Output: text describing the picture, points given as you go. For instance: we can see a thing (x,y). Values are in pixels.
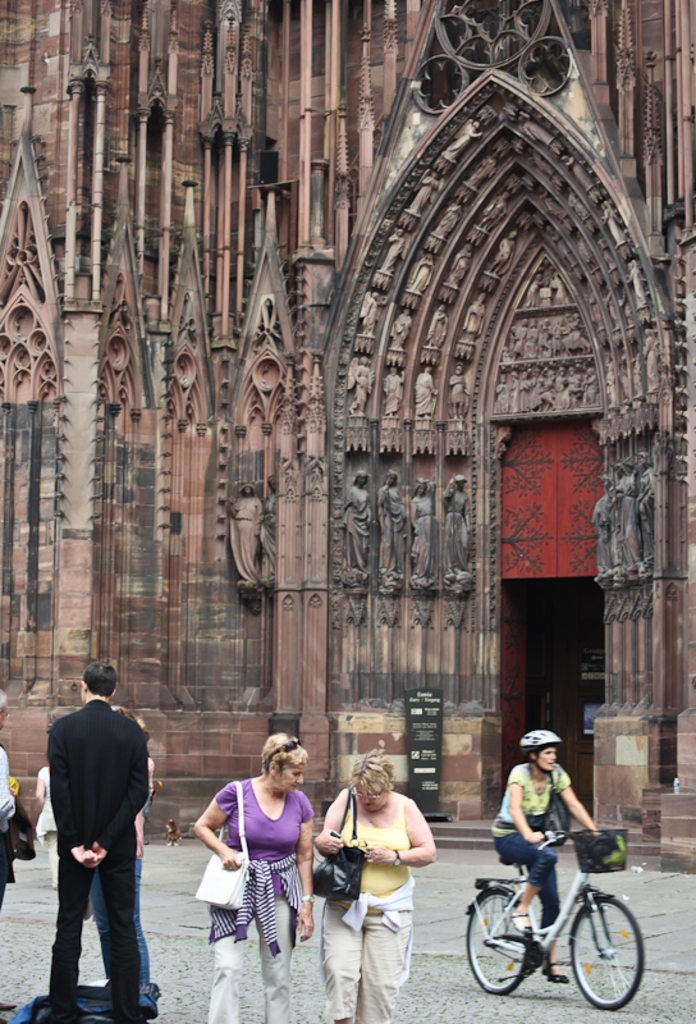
In this image, we can see a building (250,455) with some sculptures (370,332) carved. There are a few people (293,865). Among them, we can see a person (548,913) riding a bicycle (532,950). We can see some boards (426,706) with text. We can see the ground (472,1019) with some objects (69,1016).
